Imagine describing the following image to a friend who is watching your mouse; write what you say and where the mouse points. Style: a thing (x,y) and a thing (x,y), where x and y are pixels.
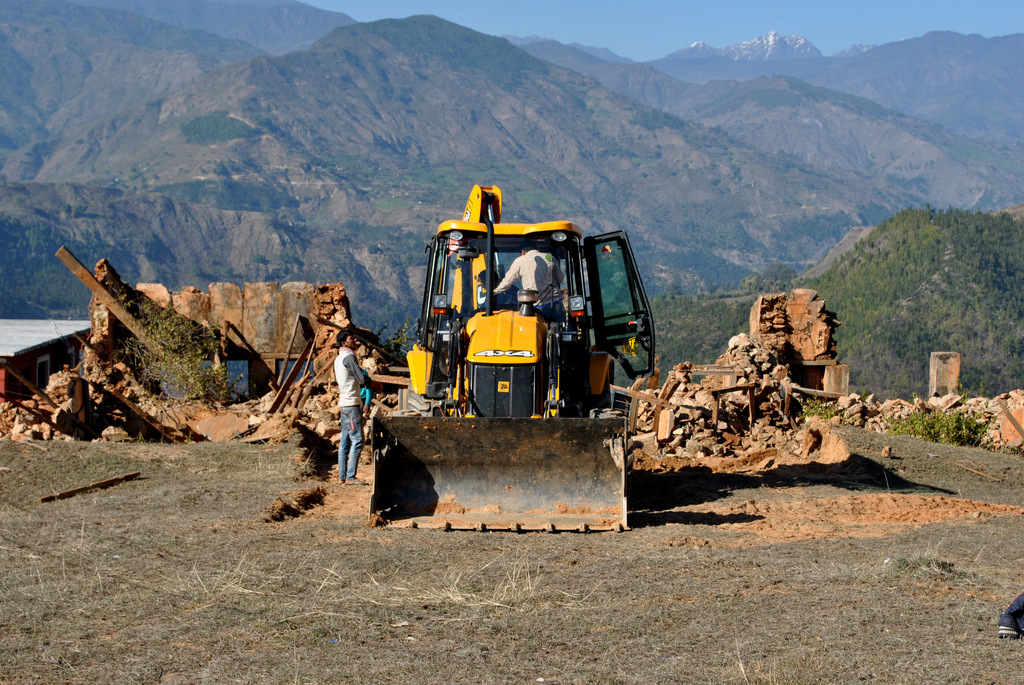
In this image there are so many mountains (1,26), in front of that there is a JCB vehicle (502,238) where we can see there is a person (355,370) standing beside that and one person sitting inside the vehicle (525,301), also we can see there is a collapsed building (282,360) beside the vehicle (585,305).
